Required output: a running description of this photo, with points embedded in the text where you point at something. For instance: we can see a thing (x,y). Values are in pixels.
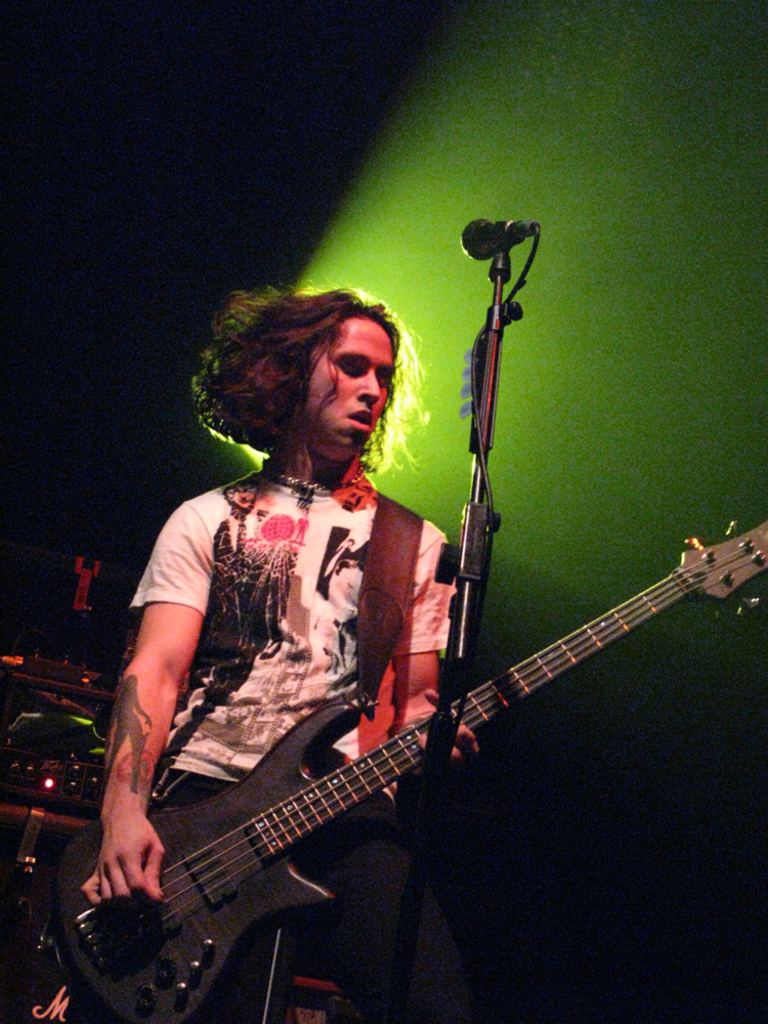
In this image there is a man (187,786) playing guitar (299,774) in front of him there is a mike (472,621), in the background (388,254) there is a light (416,223) and it is dark.
